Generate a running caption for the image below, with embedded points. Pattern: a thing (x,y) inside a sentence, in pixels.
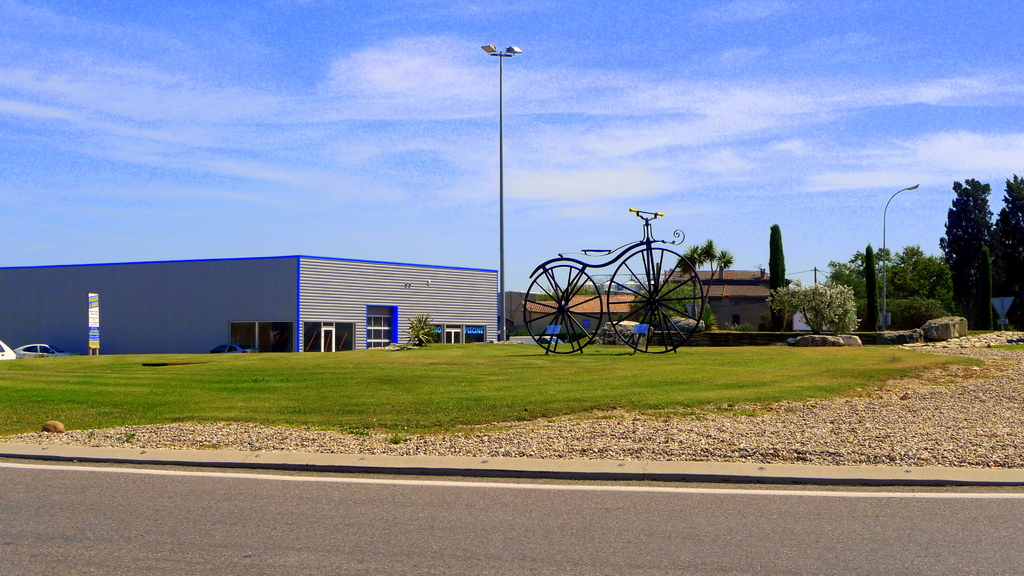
In this picture, it looks like a statue (596,250) of a bicycle (589,276). Behind the statue (584,299) there are houses (465,303), trees (781,268), rocks (811,339) and poles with lights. On the left side of the statue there is a board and vehicles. Behind the houses (438,281) there is the sky (304,90).
